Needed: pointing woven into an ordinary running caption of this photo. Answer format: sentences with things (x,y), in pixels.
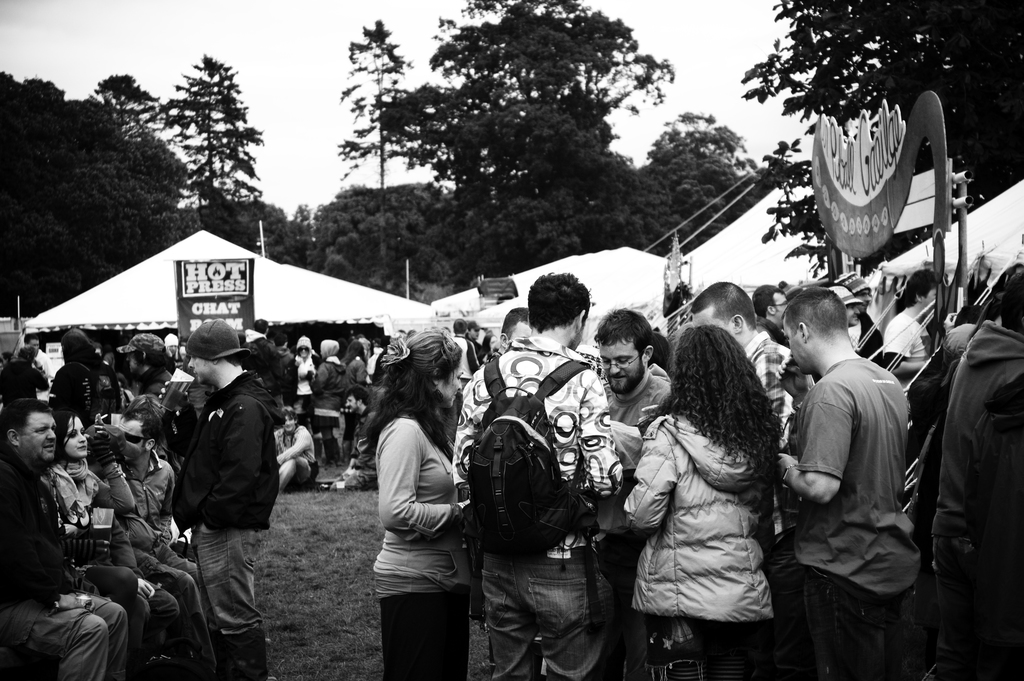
In the center of the image (370,435) we can see people (134,511) sitting and some of them are standing. In the background (211,263) there are tents (265,292) and boards (908,181). We can see trees (470,118). At the top (422,60) there is sky (358,55).
